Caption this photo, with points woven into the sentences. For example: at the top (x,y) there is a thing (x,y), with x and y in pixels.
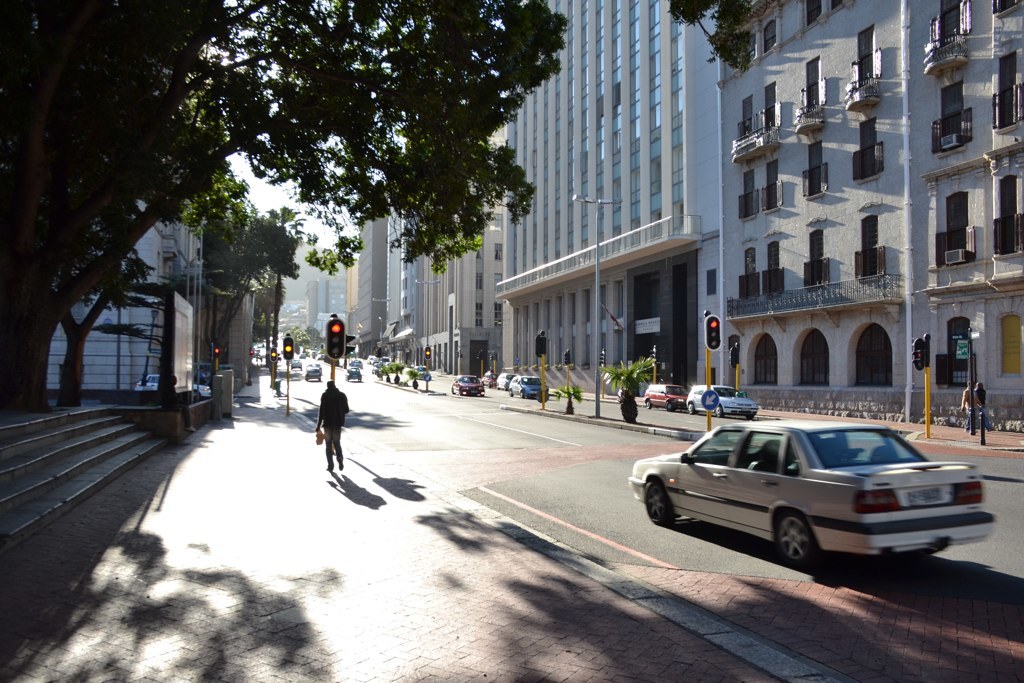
In this image I can see the road (567,476), few vehicles (739,495) on the road (568,455), the sidewalk (317,617), few persons (328,406) standing on the sidewalk (274,426), few traffic signals (332,347), few stairs (65,449), few trees (147,124) which are green in color and few buildings (241,335) on both sides of the road (523,435). In the background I can see the sky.
